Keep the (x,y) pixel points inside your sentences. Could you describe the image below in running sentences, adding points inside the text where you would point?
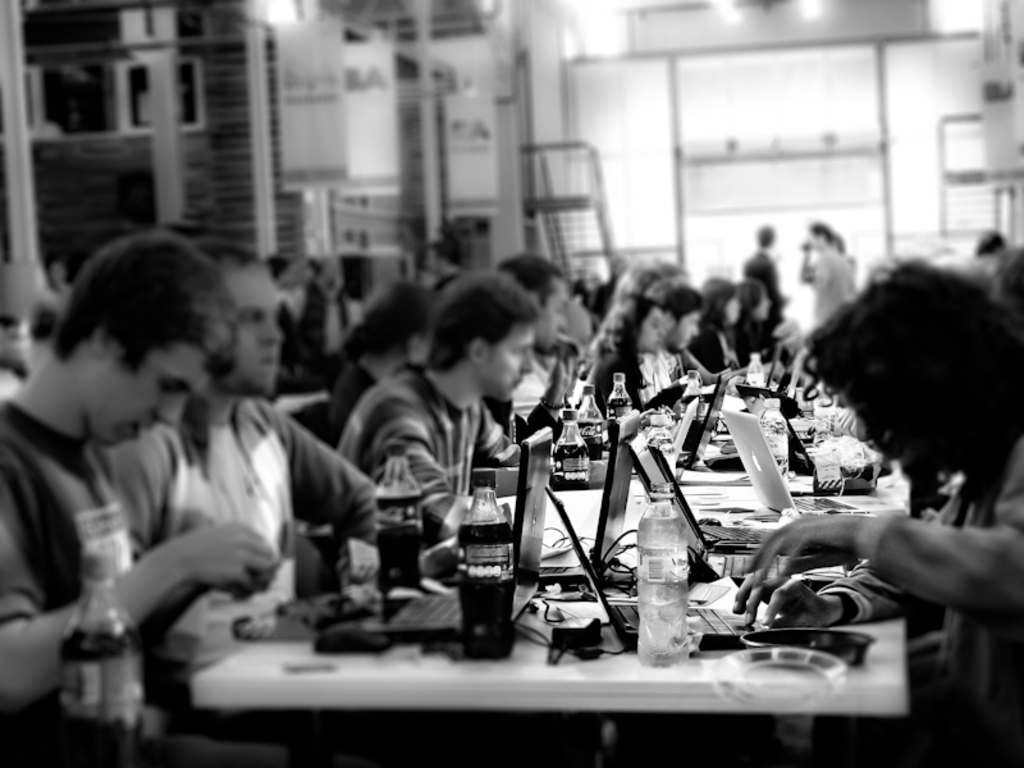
As we can see in the image there is a wall (234,140), banners (478,100), a ladder (603,218), few group of people (129,299) sitting on chairs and there are tables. On table (561,604) there is a bottle (503,587), laptops (519,576), glasses (827,447), bowls (782,650) and tissues (718,605).
